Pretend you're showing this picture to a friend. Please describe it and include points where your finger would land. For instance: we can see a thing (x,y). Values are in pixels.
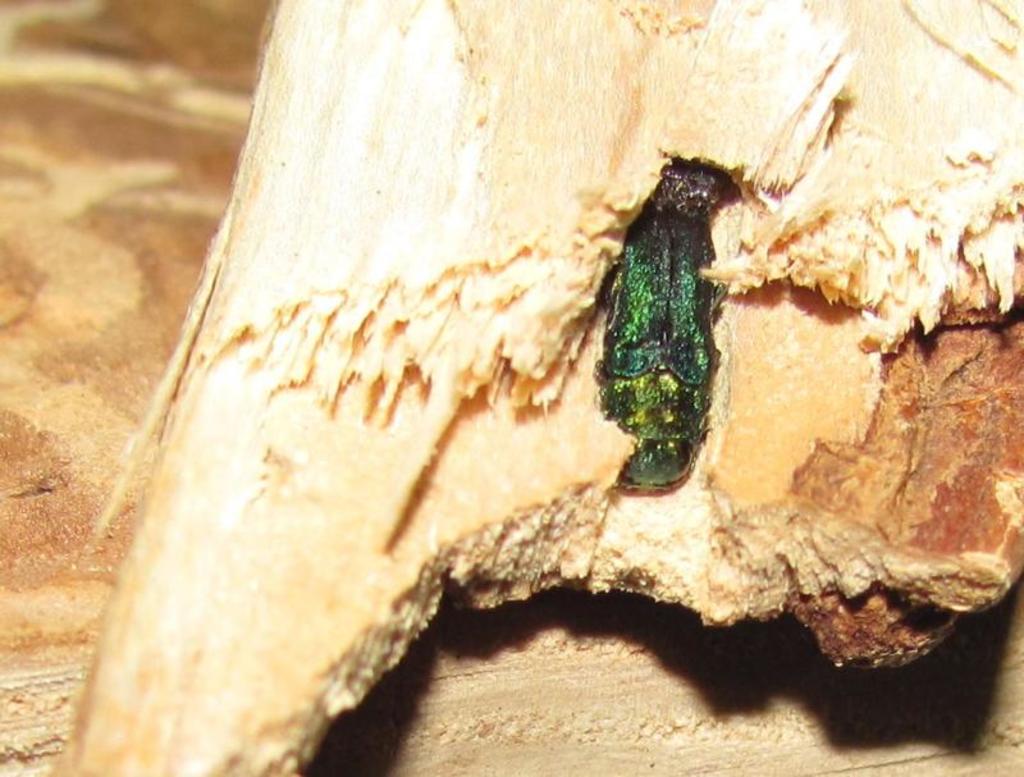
In this picture we can see some wood (495,359), it looks like an insect (674,332) in the middle (636,402).
